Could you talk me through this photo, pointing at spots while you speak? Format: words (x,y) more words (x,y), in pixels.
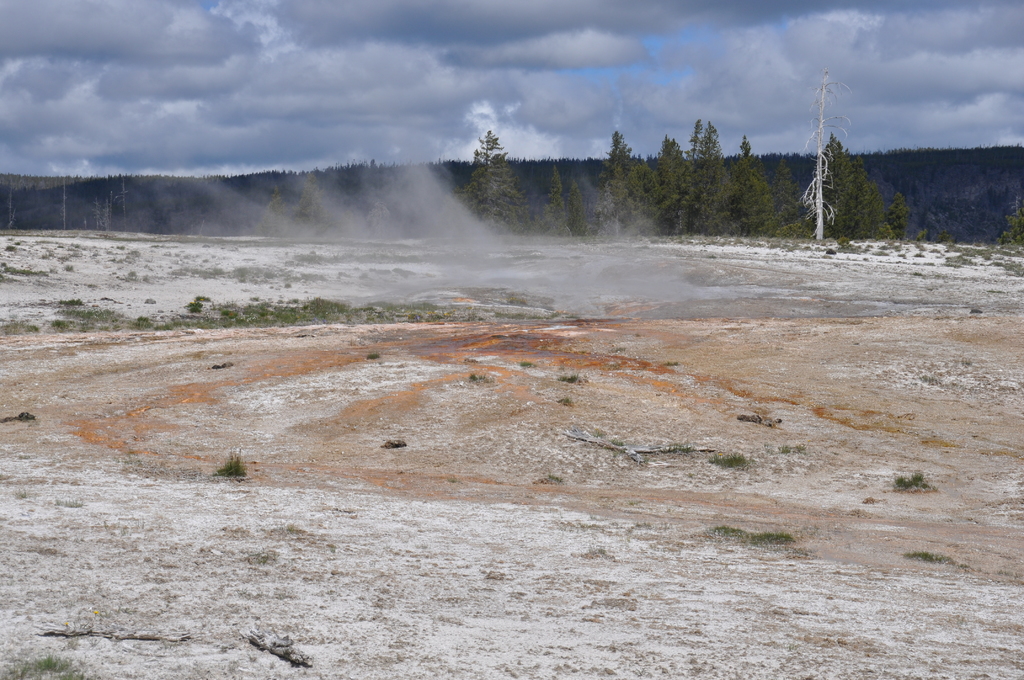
In this image, there are a few trees (672,191). We can see the ground (284,424) with some objects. We can also see a white colored object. We can see some grass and the sky (529,35) with clouds (536,50).
